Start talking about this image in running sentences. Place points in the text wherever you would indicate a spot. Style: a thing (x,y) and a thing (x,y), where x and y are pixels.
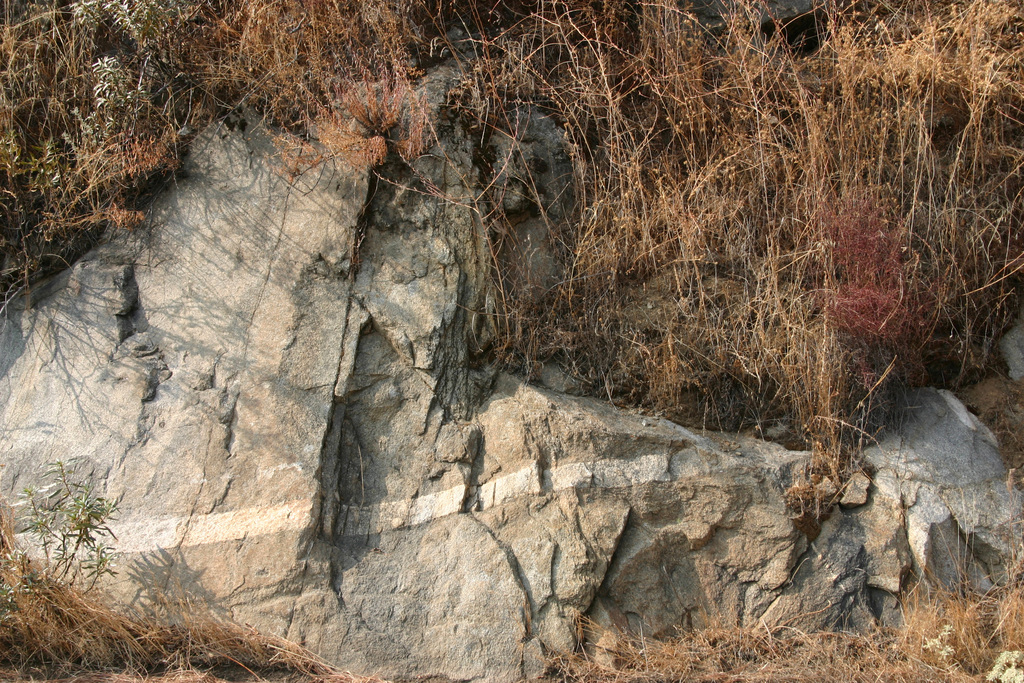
In this image I can see a stone (501,387) and grass (363,129).
